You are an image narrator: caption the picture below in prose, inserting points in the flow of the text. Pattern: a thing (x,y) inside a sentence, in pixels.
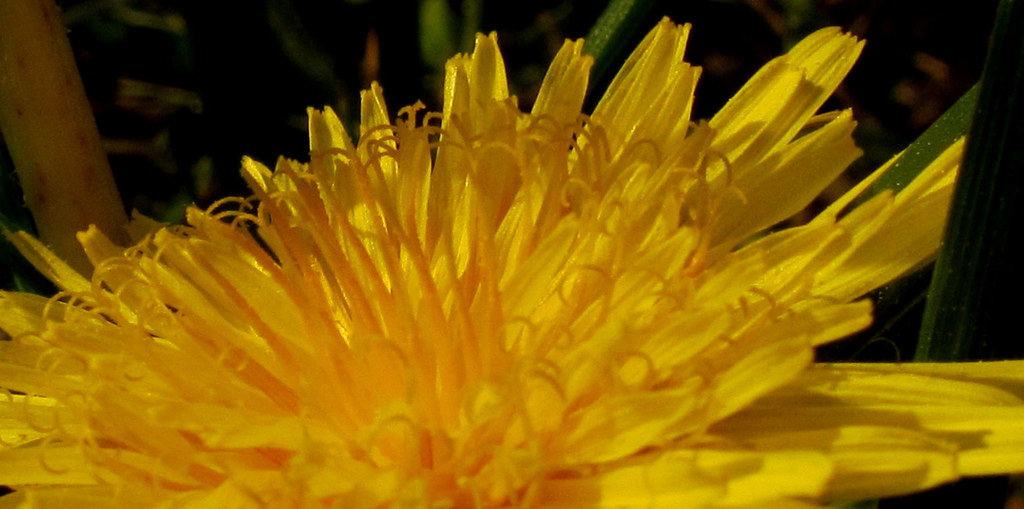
In this picture I can see a yellow color flower (432,315).
